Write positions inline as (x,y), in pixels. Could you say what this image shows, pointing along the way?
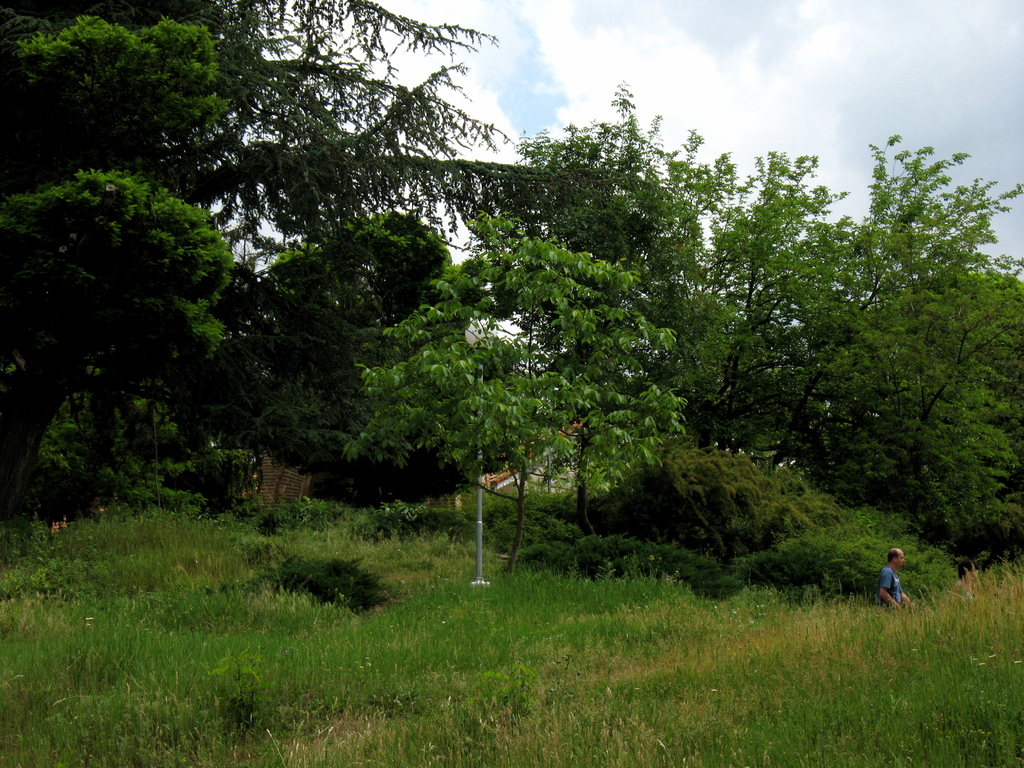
In the right bottom of the picture (895,568), we see a man (886,573) who is wearing a blue T-shirt (896,592) is standing. At the bottom of the picture (710,717), we see the grass (399,685) and a pole (477,522). There are trees (490,462) in the background (597,340). At the top of the picture (698,125), we see the sky (610,99).
